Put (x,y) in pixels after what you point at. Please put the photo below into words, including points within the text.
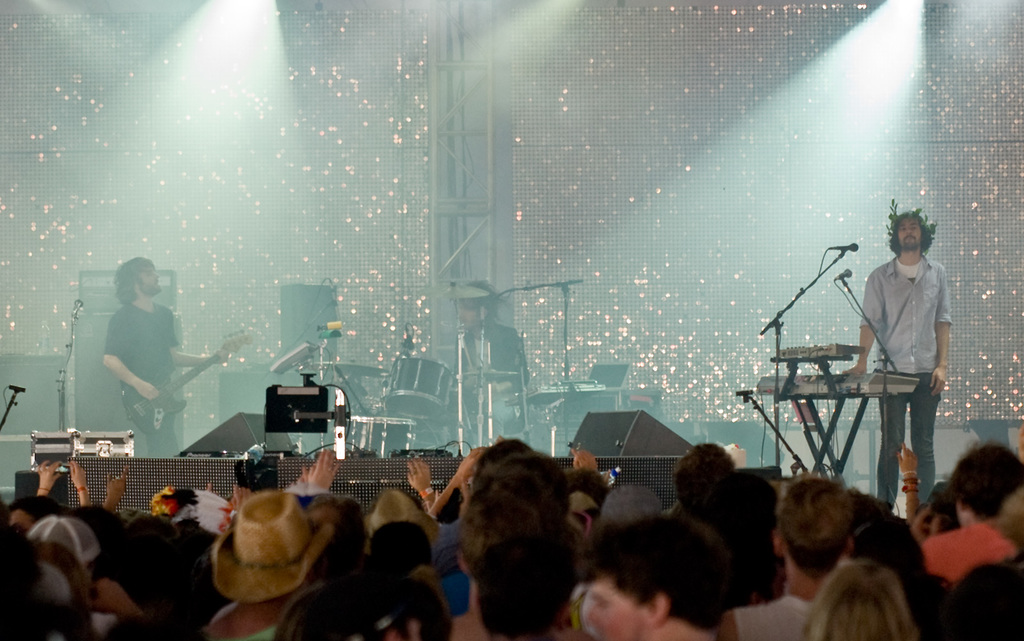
In this image we can see the stage (449,446) in the center of the picture (447,364) and on the stage (699,335) we can see some people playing musical instruments (426,407). At the bottom of the image (729,464) we can see some people (754,615) standing and watching.
